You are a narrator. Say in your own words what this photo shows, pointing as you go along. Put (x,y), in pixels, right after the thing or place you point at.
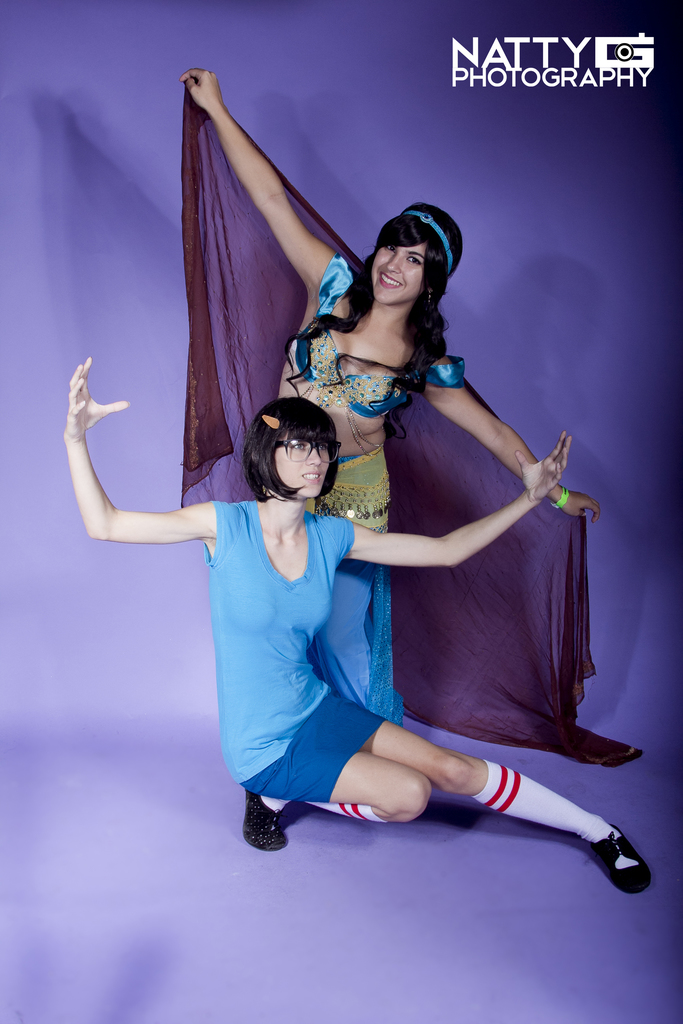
In this image there are two girls (396,555) with dancing pose and water mark (623,41) on it.
